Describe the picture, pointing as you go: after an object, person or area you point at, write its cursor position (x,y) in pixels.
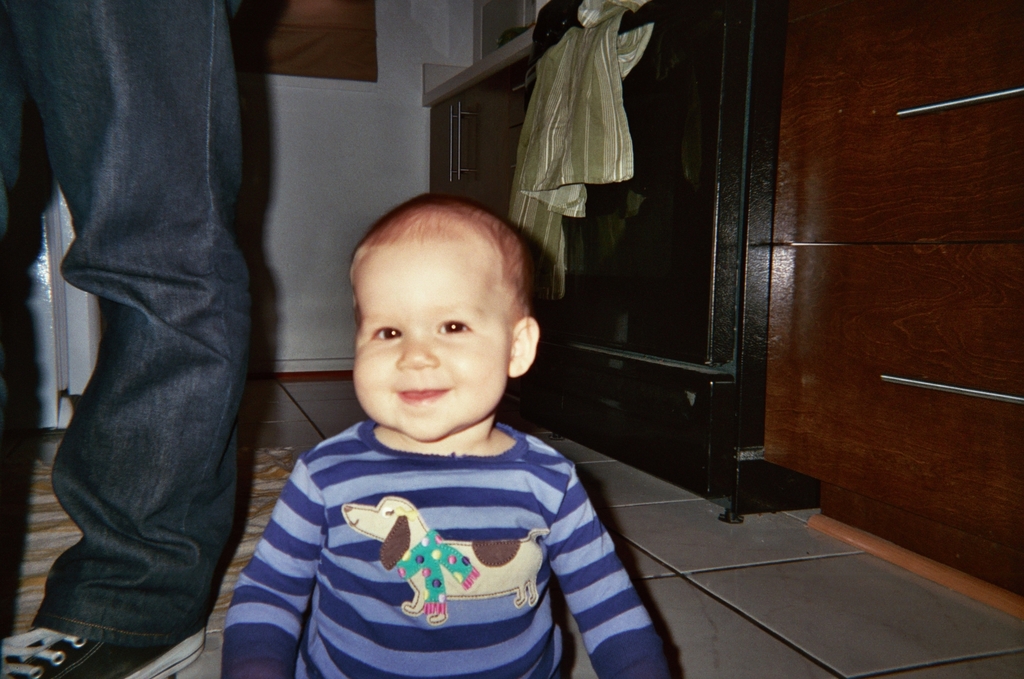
Here we can see a kid (440,508) and on the left side (221,313) we can see person legs (119,493) on the floor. In the background (390,162) there is a mat (49,471) on the floor (768,671), wall (390,162), objects (617,249) and a cloth (593,186) on the cupboard table (582,269).
